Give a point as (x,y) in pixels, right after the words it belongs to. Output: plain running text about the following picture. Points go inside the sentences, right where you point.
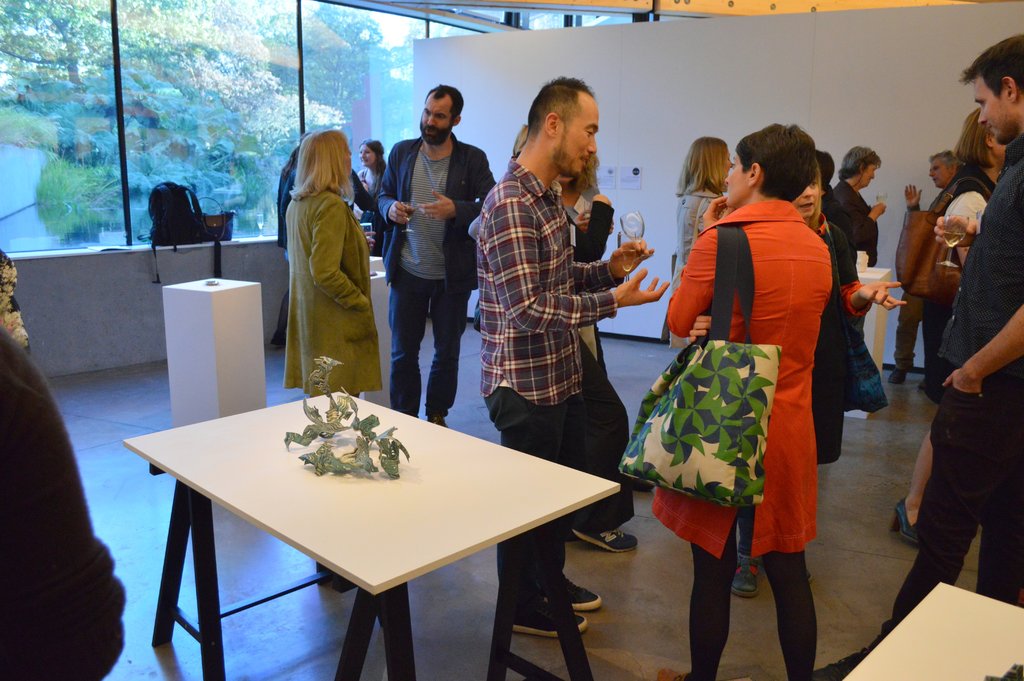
In this picture all persons (358,248) are standing. On a table (400,433) there is a sculpture (382,433). This is a white table (222,444). This woman (793,267) wore orange jacket (774,337) and bag (751,392). This man (571,296) holds glass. Outside of the window (127,110) there are trees (258,71).
